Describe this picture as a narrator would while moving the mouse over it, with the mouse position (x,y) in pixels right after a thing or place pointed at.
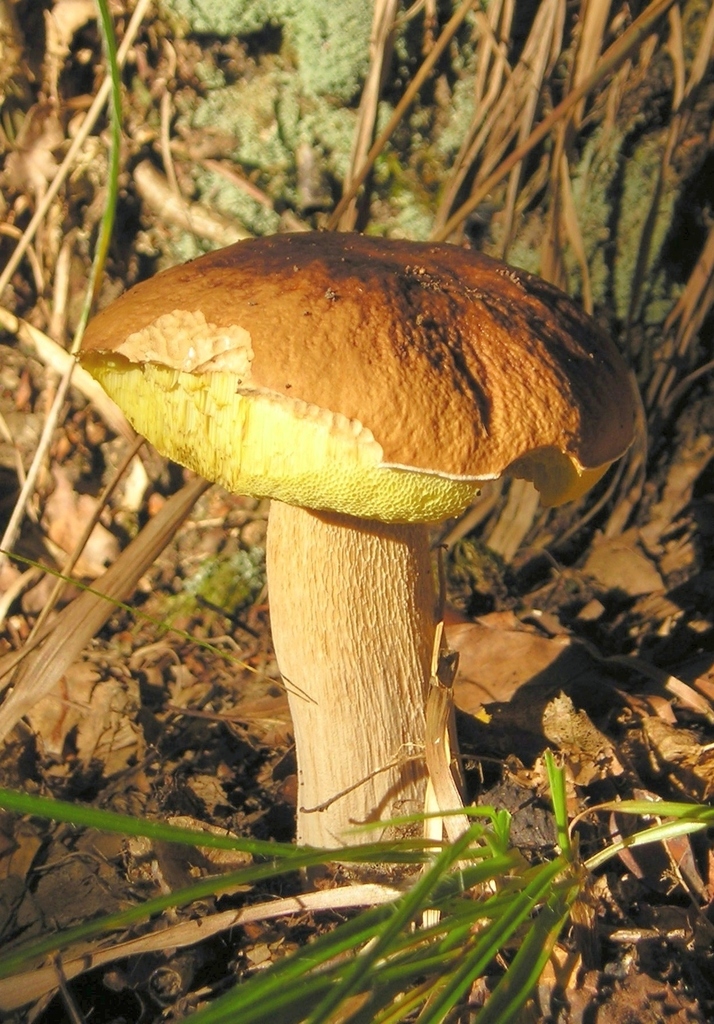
In this image I can see the mushroom (335,642) which is in cream, green and brown color. It is on the ground (108,846). To the side I can see the grass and some dried leaves (288,718).
